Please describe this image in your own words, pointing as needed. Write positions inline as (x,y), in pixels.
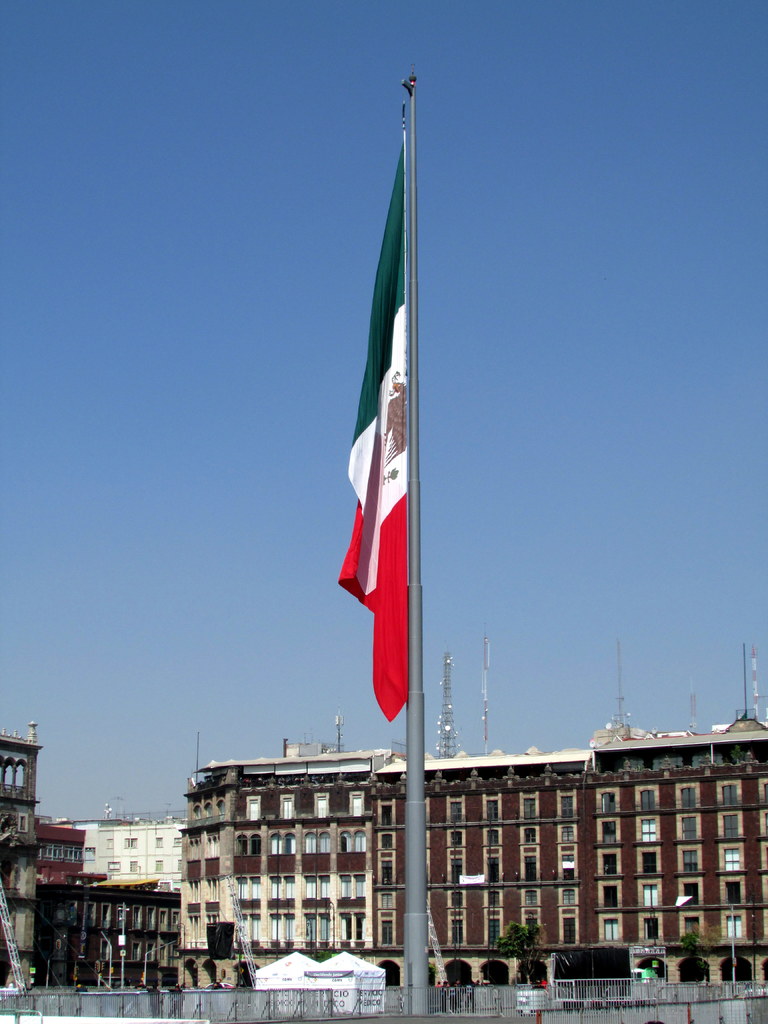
In this image we can see sky (347,680), towers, flag (404,469), flag post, buildings (308,865), trees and iron grills (298,1013).
